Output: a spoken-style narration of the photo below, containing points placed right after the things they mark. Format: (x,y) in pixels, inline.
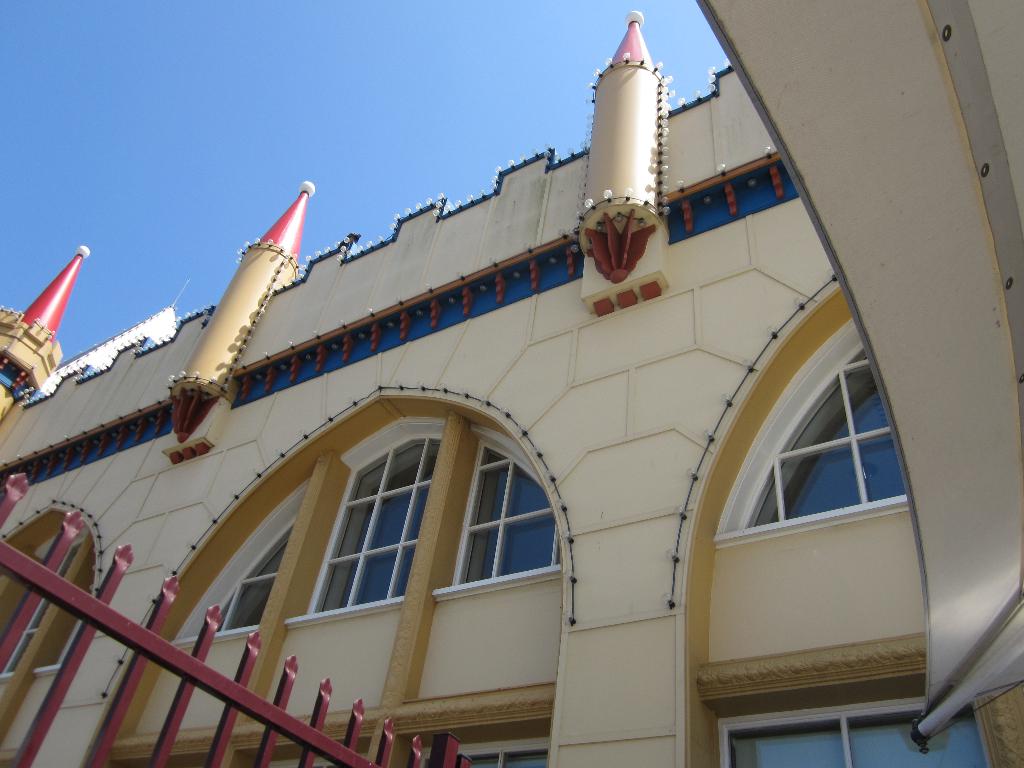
In this image we can see a building (617,543) and there is a fence (65,697) at the bottom (54,703) and at the top (151,206) we can see the sky (160,219).
